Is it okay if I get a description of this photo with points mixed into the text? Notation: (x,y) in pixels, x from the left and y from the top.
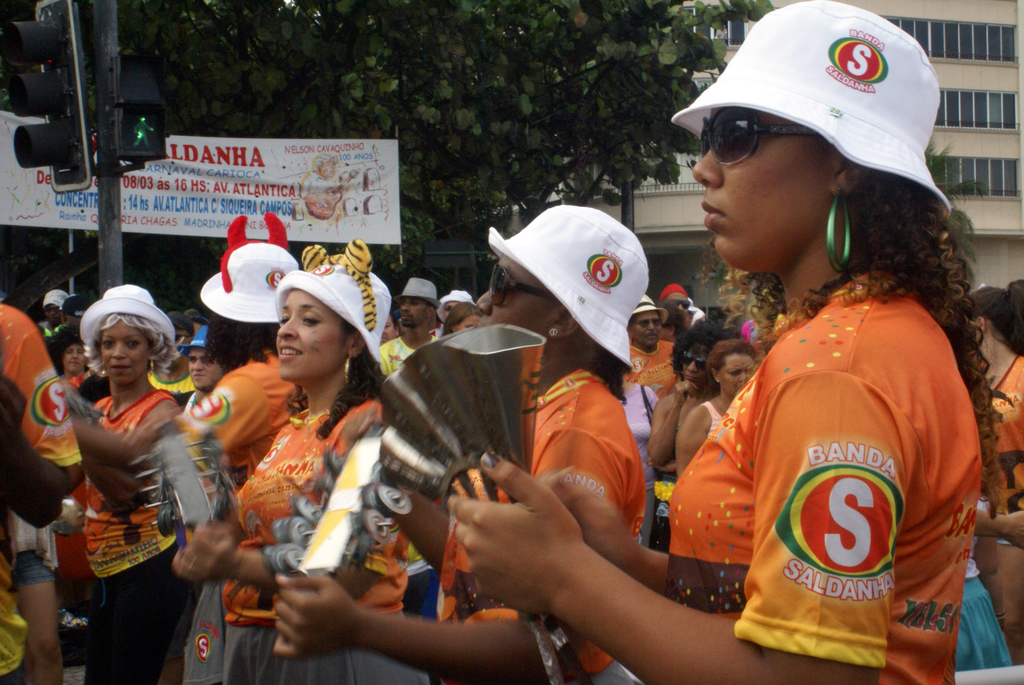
In this image, I can see a group of people (609,319) standing. Among them few people (253,518) are holding the objects (334,496). On the left side of the image (64,172), I can see a traffic light (57,36) attached to a pole (110,183) and a banner (150,187). In the background (535,95), I can see the trees (595,79) and a building (978,100).
